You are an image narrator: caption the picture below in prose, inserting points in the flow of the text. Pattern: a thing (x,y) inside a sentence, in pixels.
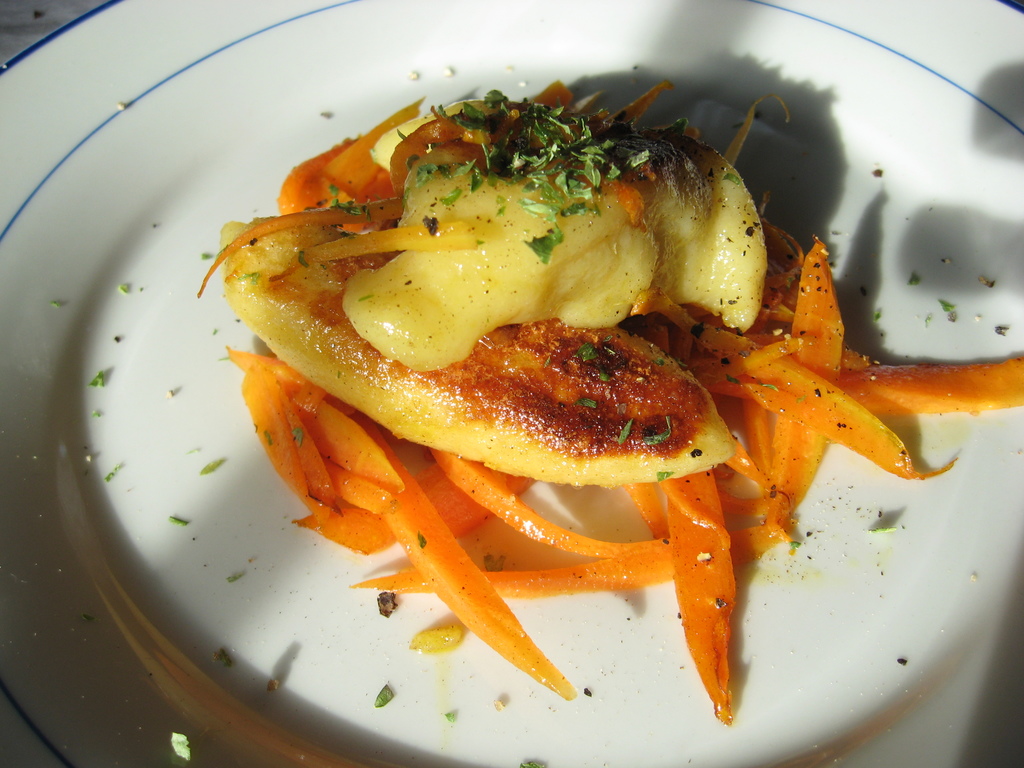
In this picture we can see food items (440,565) on a plate (138,523).
